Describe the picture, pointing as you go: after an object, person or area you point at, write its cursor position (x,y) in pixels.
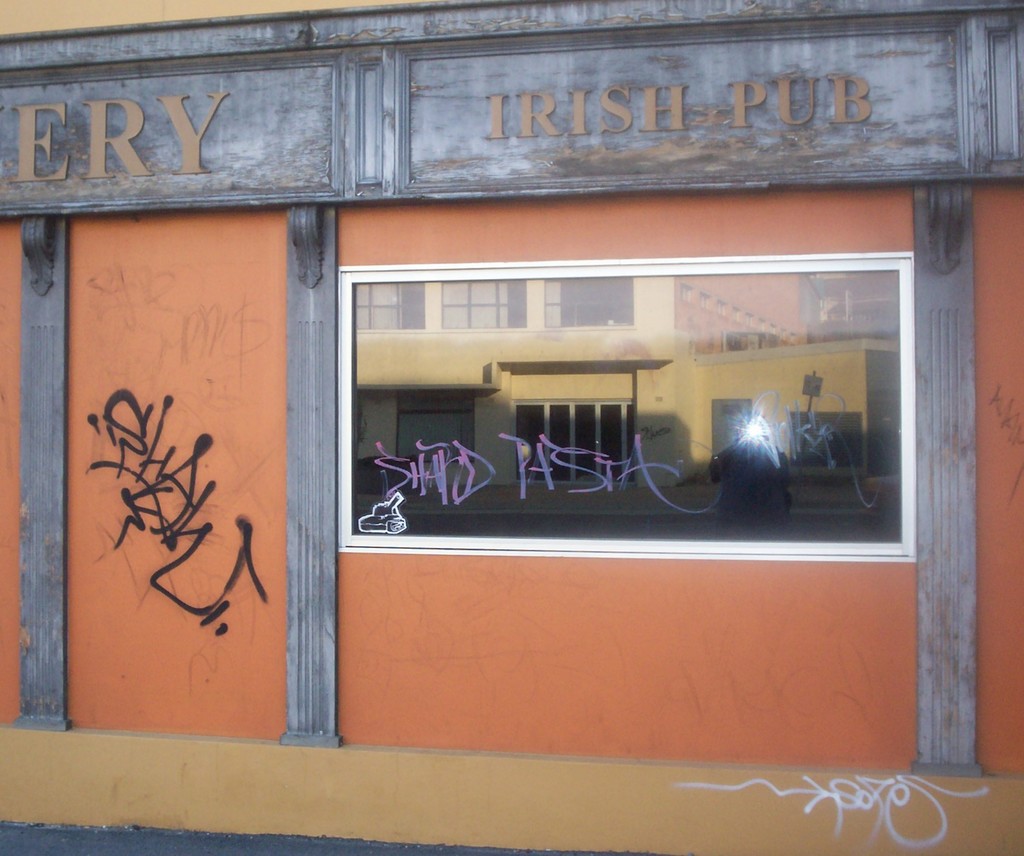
In this image there is a wall (251,355) of the building (284,211), there is some art (184,464), a name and a glass window (650,403) on the wall (515,580), on the glass window (567,423) we can see the reflection (680,418) of a building (549,402).
